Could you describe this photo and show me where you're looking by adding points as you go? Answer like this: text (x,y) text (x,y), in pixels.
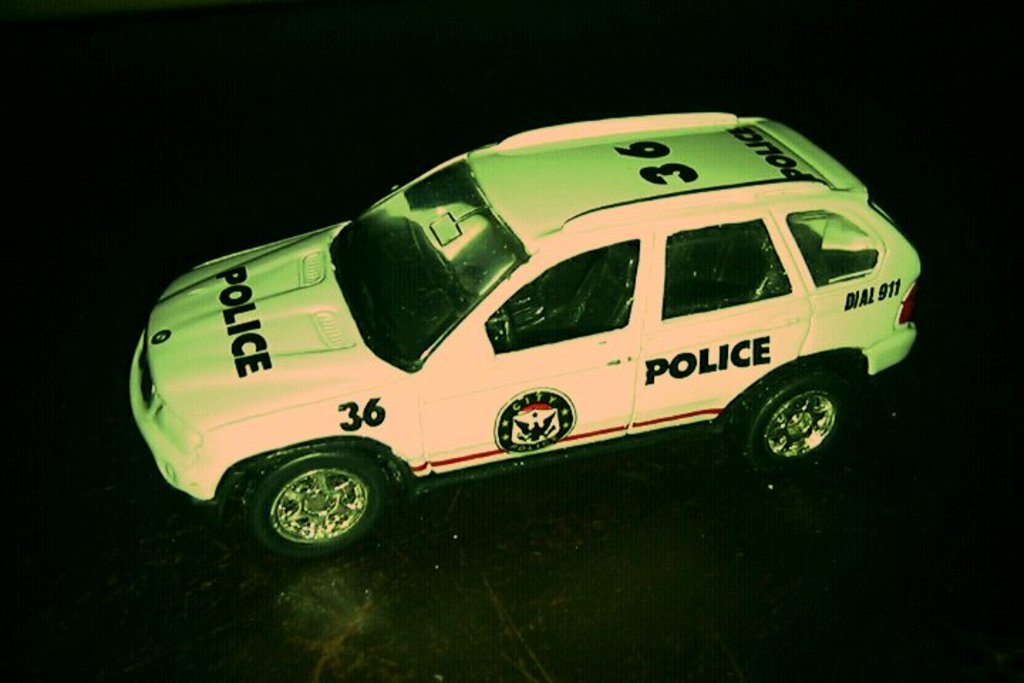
In the picture I can see a police vehicle (722,395) on the floor (640,460).
